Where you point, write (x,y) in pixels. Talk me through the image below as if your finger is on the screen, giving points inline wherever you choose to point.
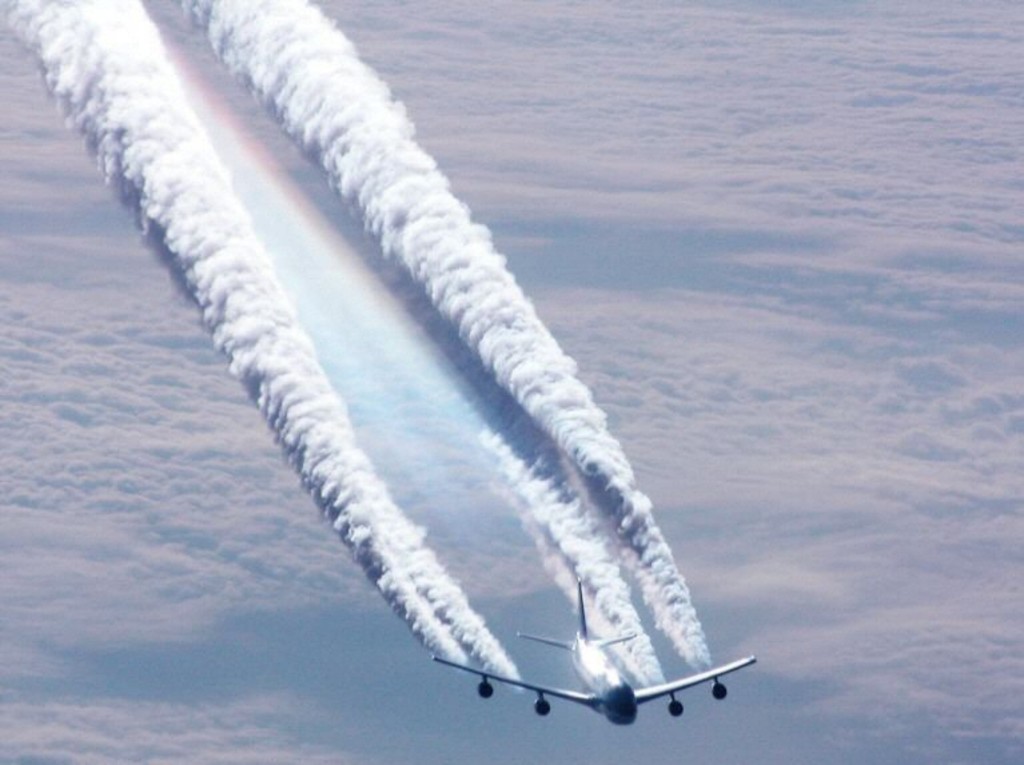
In this image we can see an airplane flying and in the background (614,391), we can see the sky (603,391) with clouds (621,390).
